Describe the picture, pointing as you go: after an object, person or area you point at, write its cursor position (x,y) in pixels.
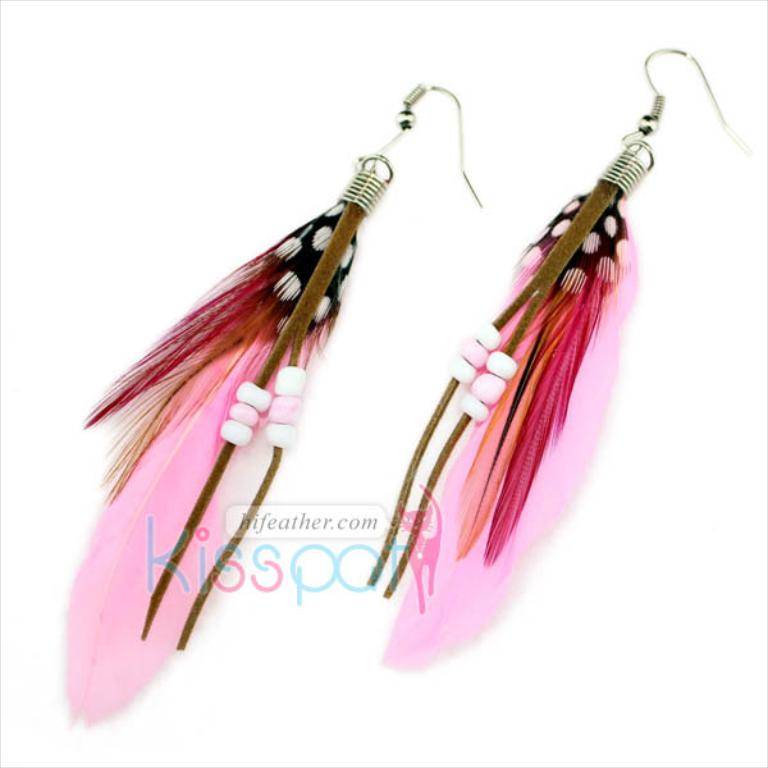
In this image there are earrings (299,382), in the middle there is text (180,576).
